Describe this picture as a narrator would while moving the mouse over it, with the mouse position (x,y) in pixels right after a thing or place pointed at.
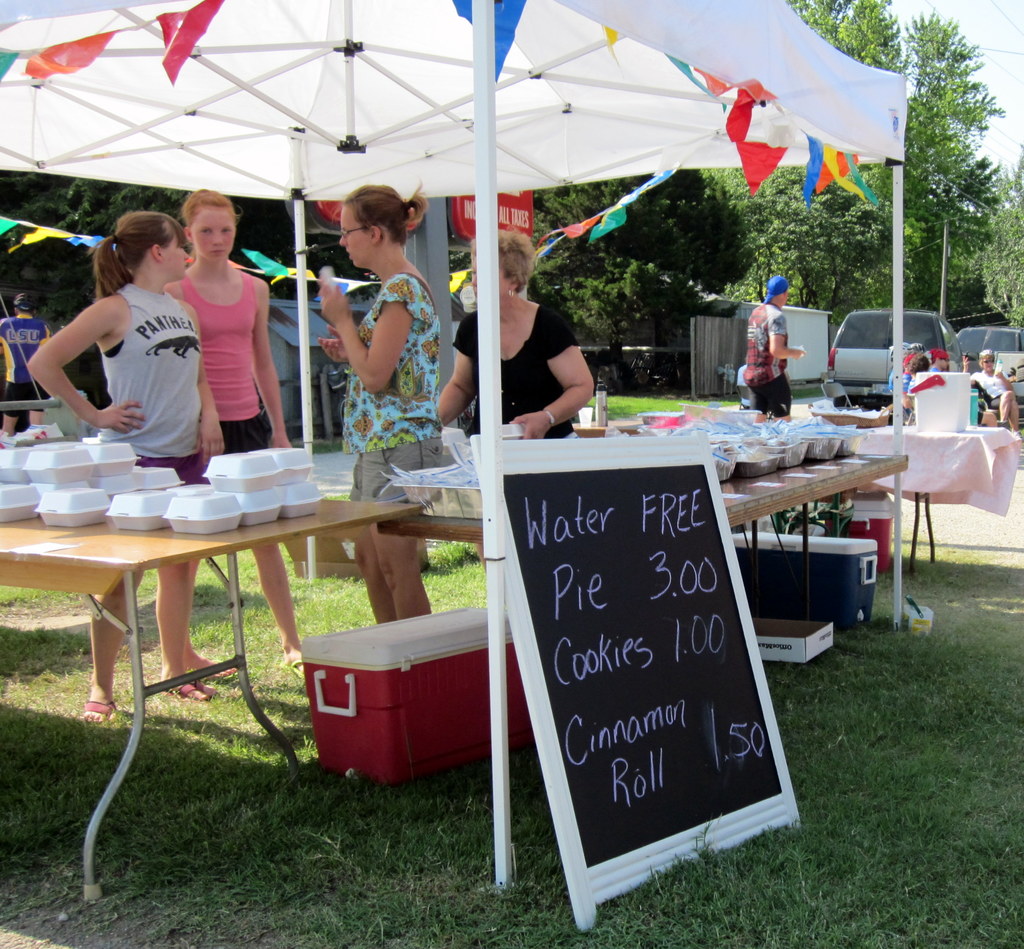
There are 4 women (343,324) standing beside a table (169,531) under a tent (731,16), behind them there are few people (991,372), trees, vehicles (880,355), boxes (963,387). On the right (717,703) there is a board (658,688).
